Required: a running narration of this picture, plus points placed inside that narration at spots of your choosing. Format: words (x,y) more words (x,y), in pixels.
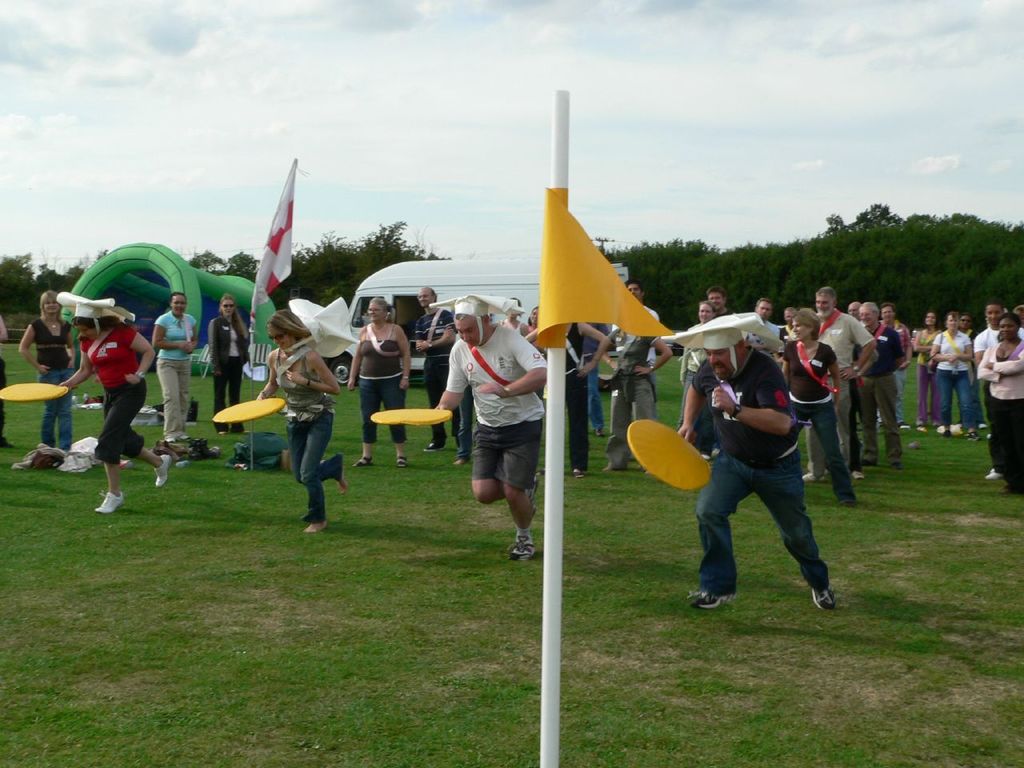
In this image we can see four players (538,431) with yellow color objects (684,459) in their hands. In the background (59,407) we can see some people (951,408) standing on the grass (506,521) and watching the players (506,486). We can also see the flags (544,336). In the background (505,284) there is a green color object (159,289), a vehicle (509,296) and also many trees (855,282). There is sky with the clouds (673,112).
